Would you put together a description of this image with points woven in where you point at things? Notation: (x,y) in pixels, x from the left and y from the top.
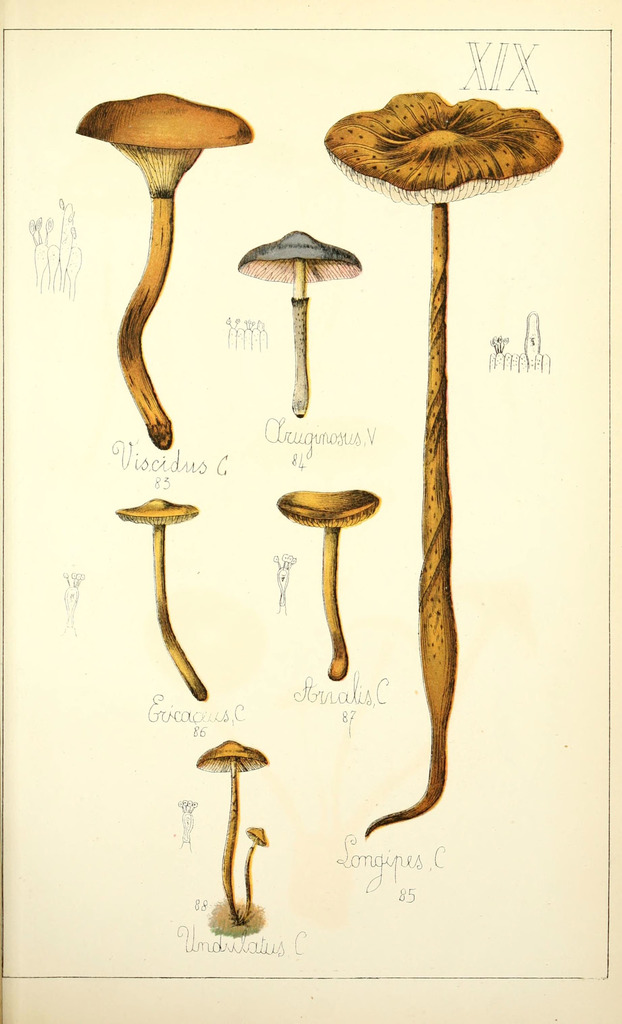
In this picture we can see mushrooms (443,153) with names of it and some symbols (62,233).
